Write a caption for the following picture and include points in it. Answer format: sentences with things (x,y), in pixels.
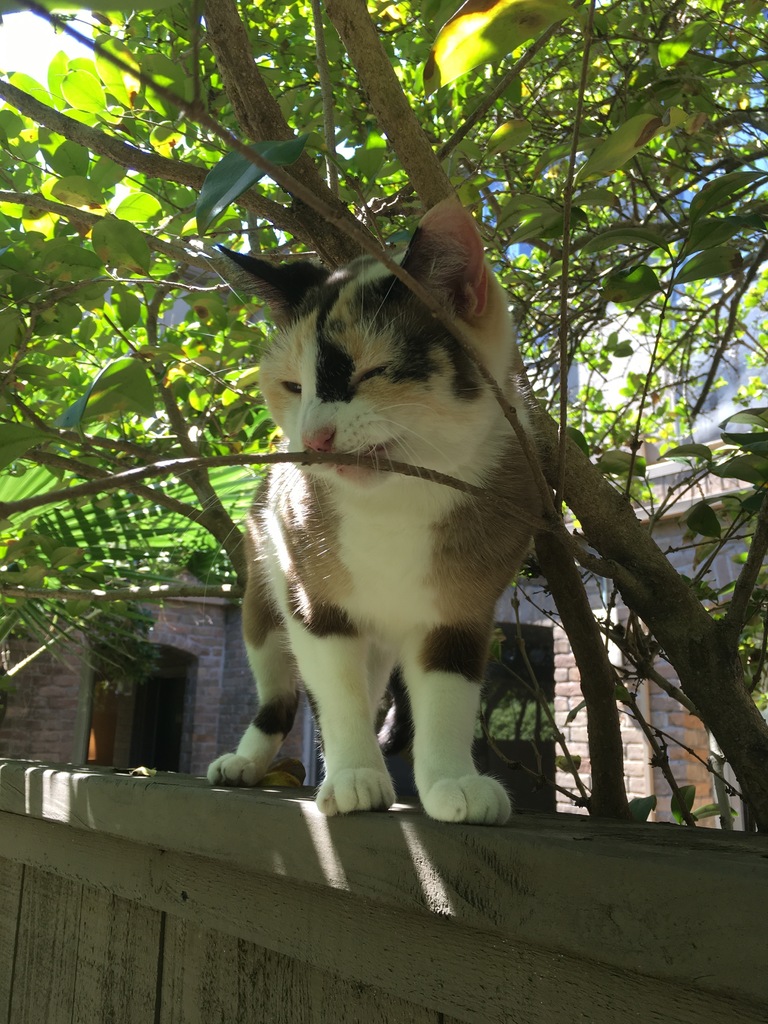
In this image, we can see a cat (336,582) on the wall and in the background (326,228), there are trees (558,444) and buildings (583,733).
